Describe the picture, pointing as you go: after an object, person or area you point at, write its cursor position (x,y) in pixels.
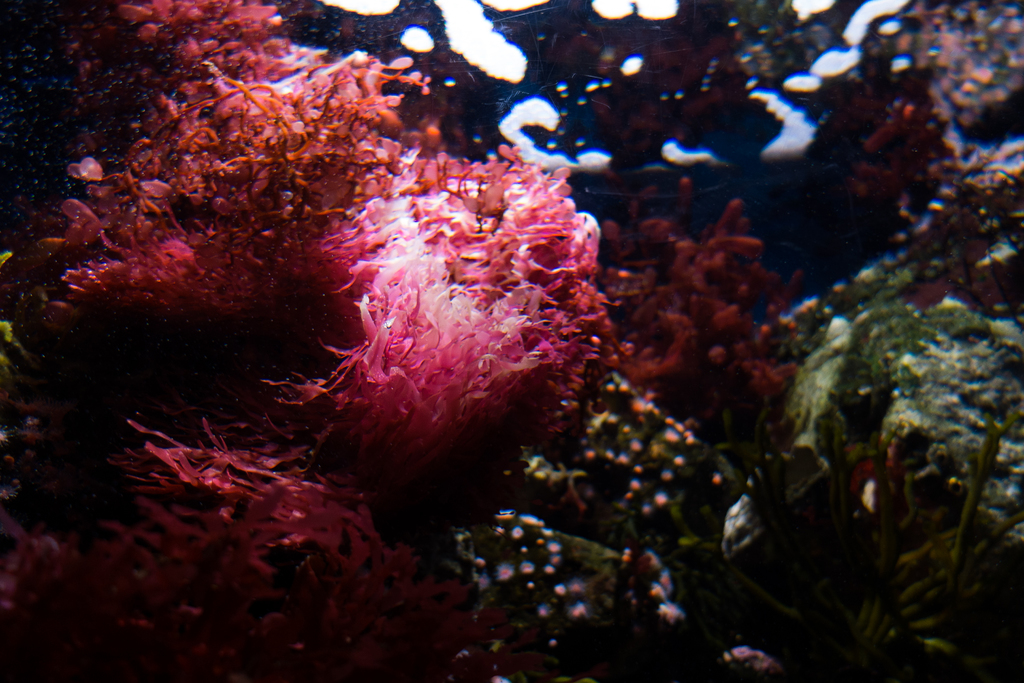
In this image we can see underwater. Also there are corals (262,70).
